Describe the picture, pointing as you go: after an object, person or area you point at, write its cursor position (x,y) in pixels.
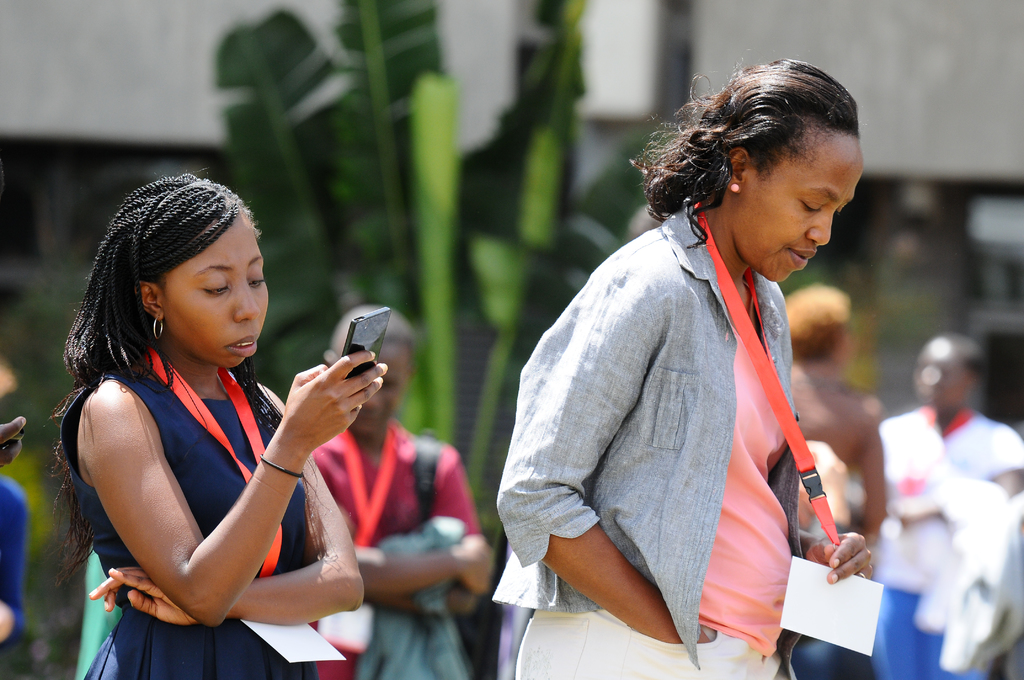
In this image, we can see two women (624,534) are standing. Here a woman (831,574) is holding a tag (842,597) with card (835,597). On the left side of the image (300,542), woman (269,476) is holding a mobile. Background (441,618) there is a blur view. Here we can see tree (336,242), wall (201,88) and few people (941,659).
